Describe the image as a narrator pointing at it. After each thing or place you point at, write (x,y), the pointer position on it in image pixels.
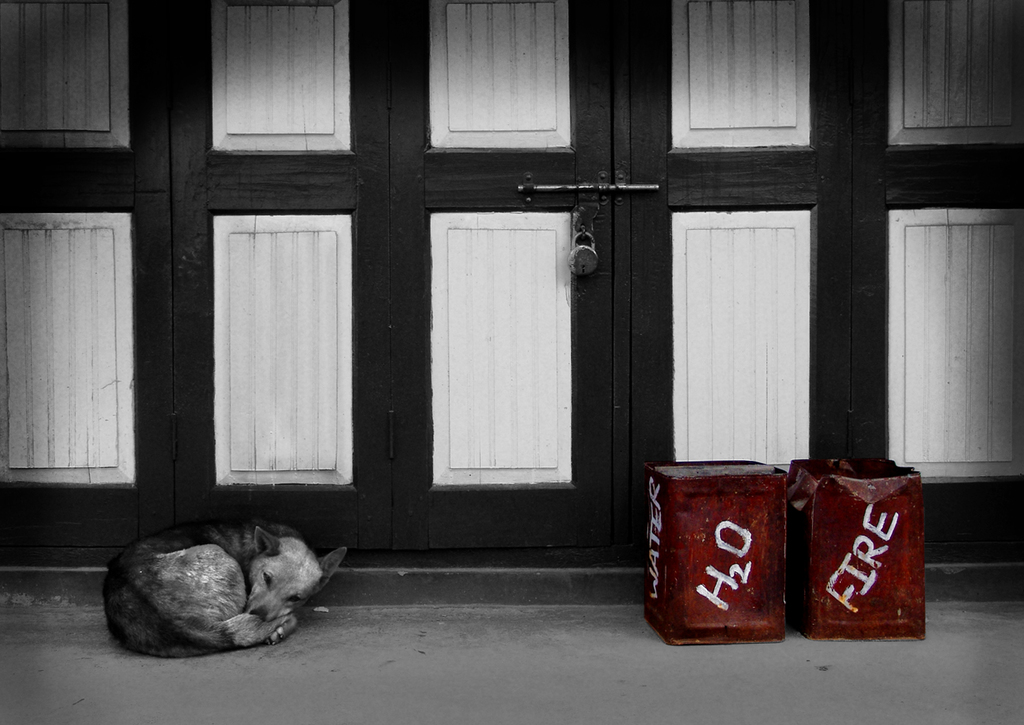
It looks like a black and white picture, we can see a dog (213,577) is laying on the walkway (91,627) and behind the dog (196,543) there are doors (193,516) with a lock (585,251). On the right side of the dog (203,596) there are two iron containers (755,518).
